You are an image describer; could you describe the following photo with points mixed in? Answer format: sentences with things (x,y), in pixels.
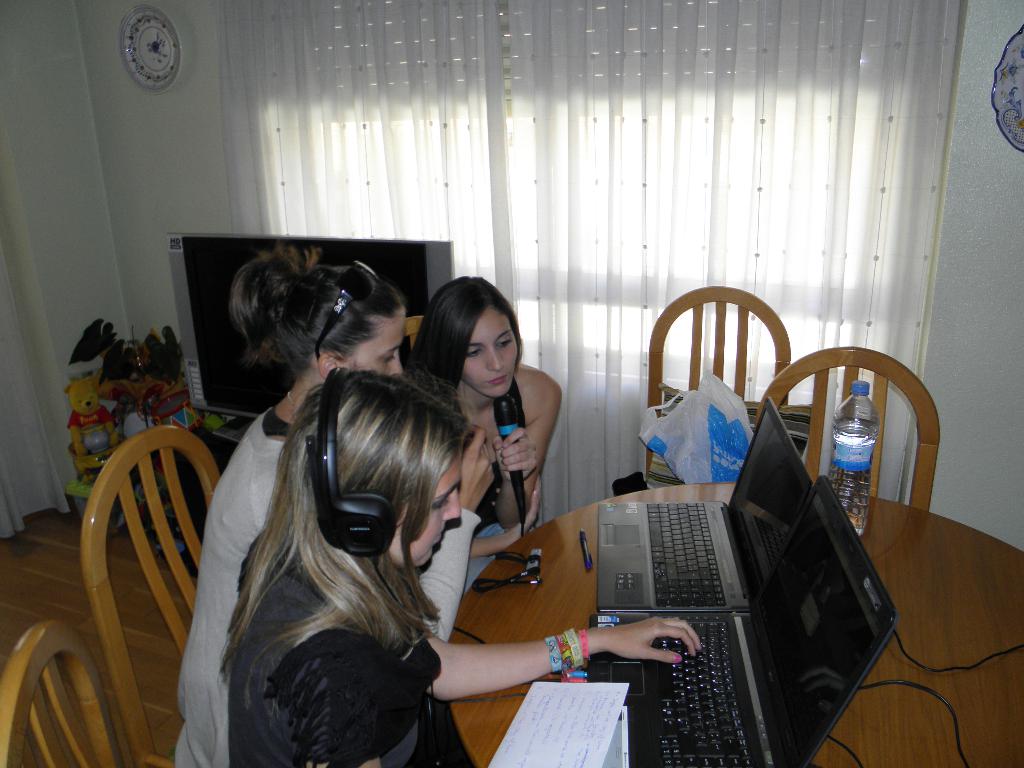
In this picture we can see three woman (371,475) sitting on chair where one is holding mic (501,411) and looking at laptop (664,543) and other is typing on keyboard (679,709) where this laptops (683,558) are placed on table (953,546) along with bottles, wire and beside to this table (595,598) we have chairs (699,358), television (209,324), toys (150,385), curtains (436,161) to window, clock (151,54) on wall (80,179).
